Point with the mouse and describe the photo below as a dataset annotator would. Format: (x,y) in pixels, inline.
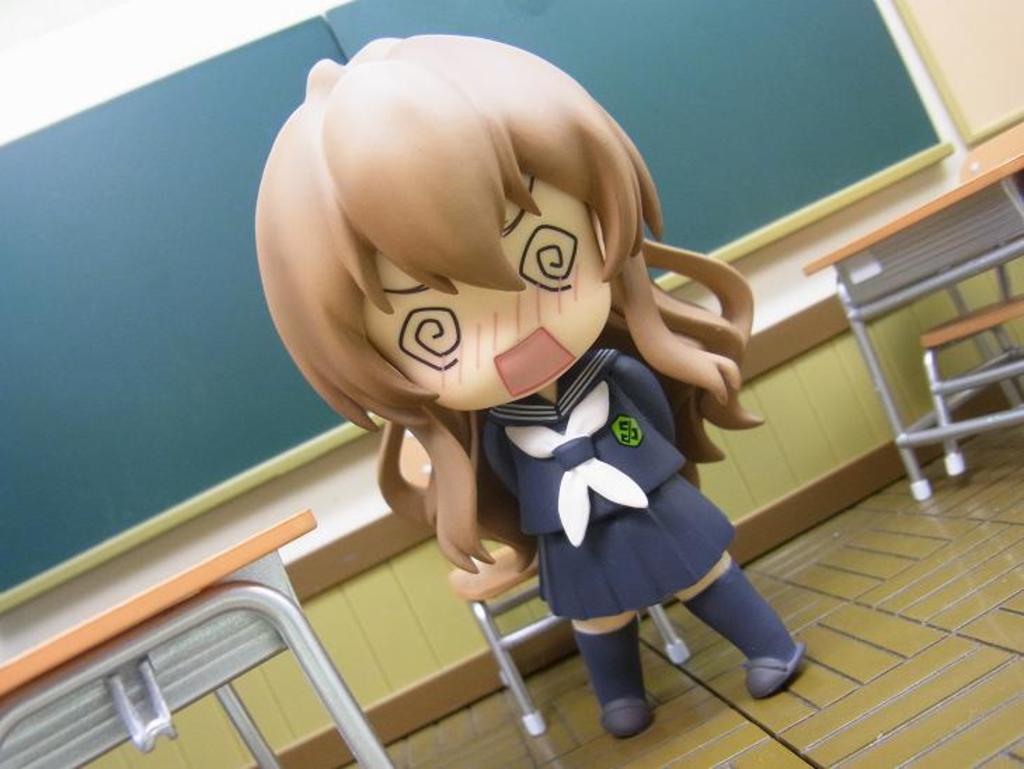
There is a doll (541,439). There are tables (195,565) and chairs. In the background (714,124) there are boards (209,464) on the wall (333,526).
